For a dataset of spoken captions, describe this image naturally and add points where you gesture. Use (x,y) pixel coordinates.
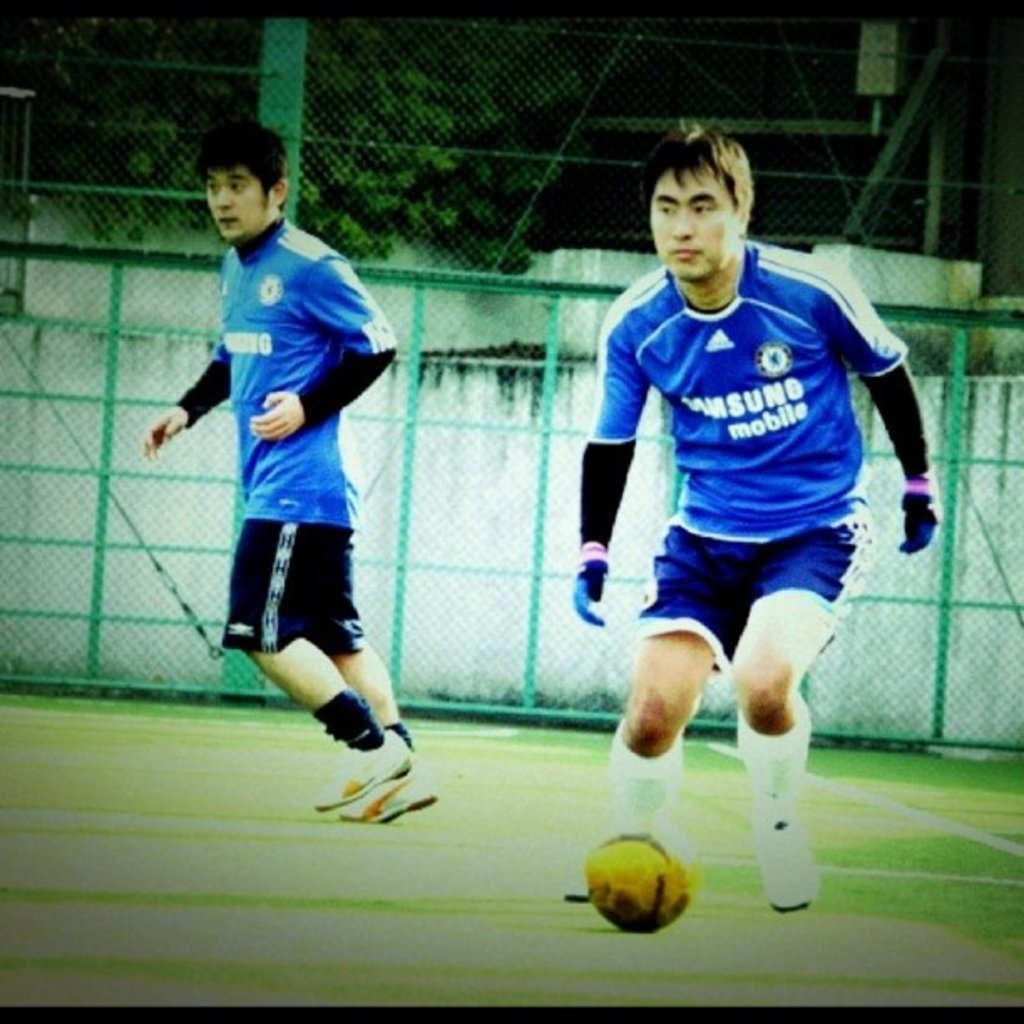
In this picture there is a man (877,354) who is wearing t-shirt (790,444), gloves (925,515), short (693,628) and shoe (793,843). He is standing near to the football (662,861). On the left (230,156) there is another man (372,374) who is wearing t-shirt (313,319), short (305,629) and shoe (393,766). He is standing on the grass (981,802). In the back (370,254) i can see the fencing (461,509) and wall (535,459). At the top (440,117) there is a tree (418,149).
